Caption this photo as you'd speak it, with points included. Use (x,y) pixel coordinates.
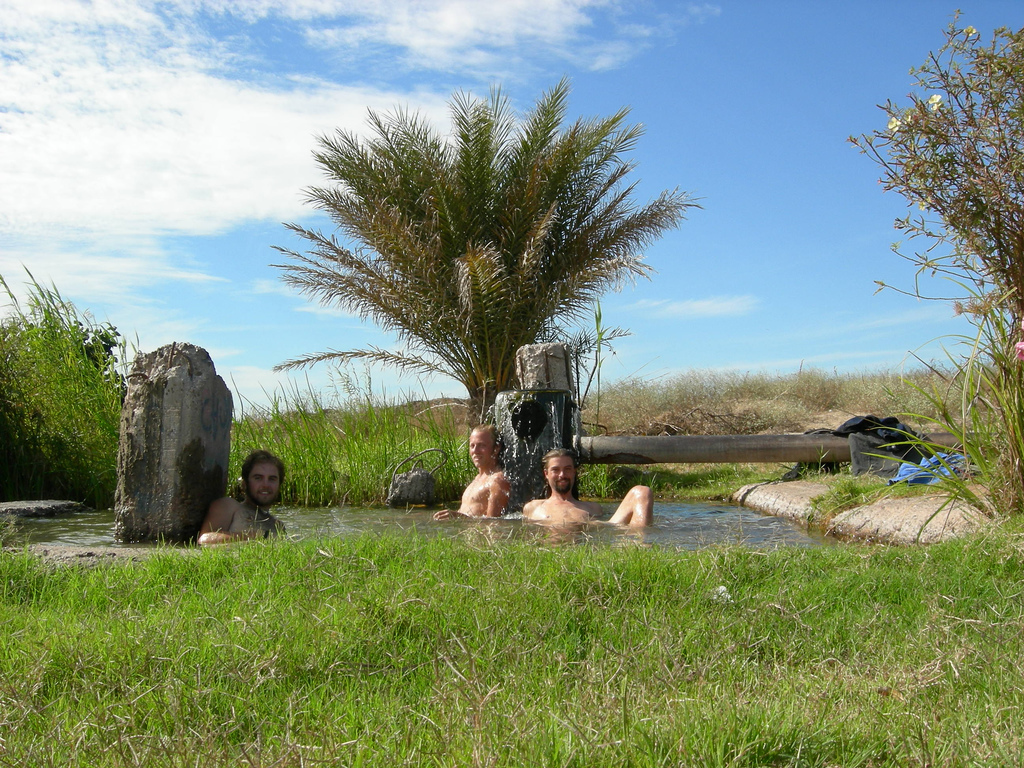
In this picture there are three persons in the water (385,520) and there is a pipe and there are clothes (863,423) and there are trees (904,116). At the top (816,138) there is sky (835,128) and there are clouds (209,105). At the bottom (372,682) there is water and there is grass (599,690).
